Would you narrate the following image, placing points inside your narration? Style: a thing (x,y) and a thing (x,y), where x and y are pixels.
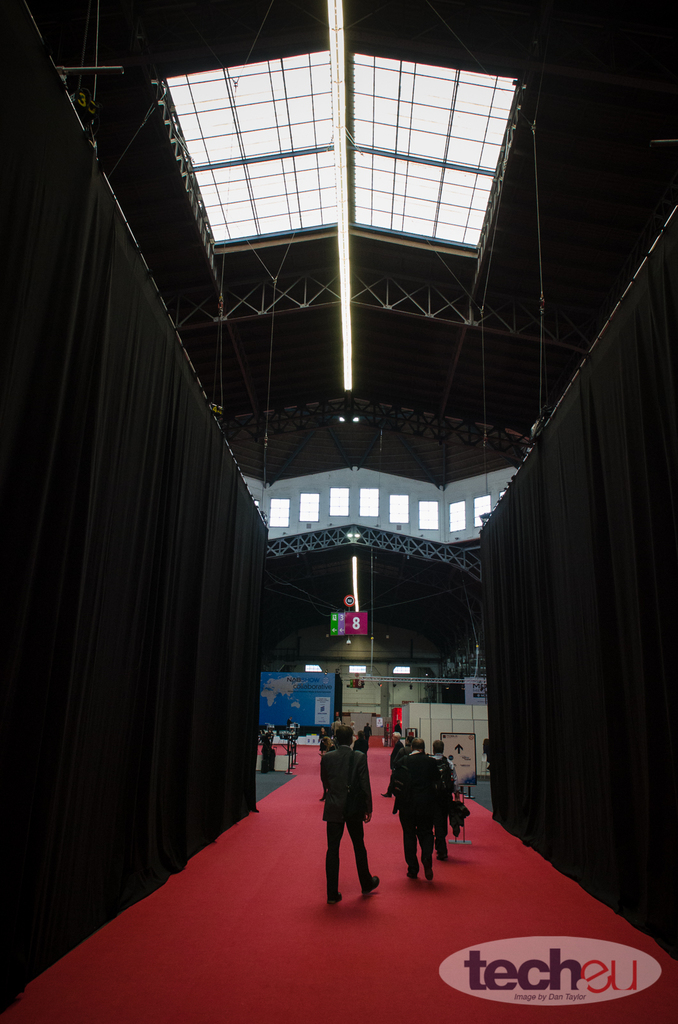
In this image we can see a few people (394,740) walking on the red carpet (409,940). On both sides of the image we can see the black cloth (232,549). At the top (211,117) we can see the glass window (328,164) to the roof (485,249). We can also see the lights (340,86). There is a hoarding (305,691), number board (346,624) and also a logo (572,959) with text (558,982) in this image.
